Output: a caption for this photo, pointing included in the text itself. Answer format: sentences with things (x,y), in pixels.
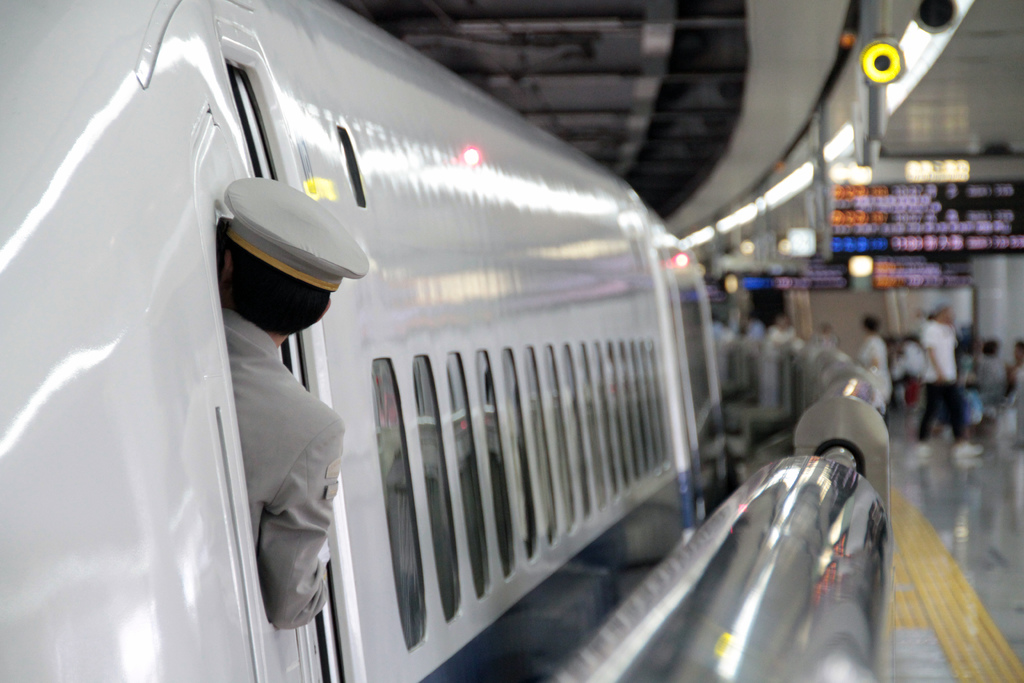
In this image I can see a train (405,535), windows (457,400), few boards (964,185) and I can also see few people (944,370). Here I can see he is wearing grey colour dress (271,412) and a cap (257,214). I can also see this image is little bit blurry from background (947,239).
